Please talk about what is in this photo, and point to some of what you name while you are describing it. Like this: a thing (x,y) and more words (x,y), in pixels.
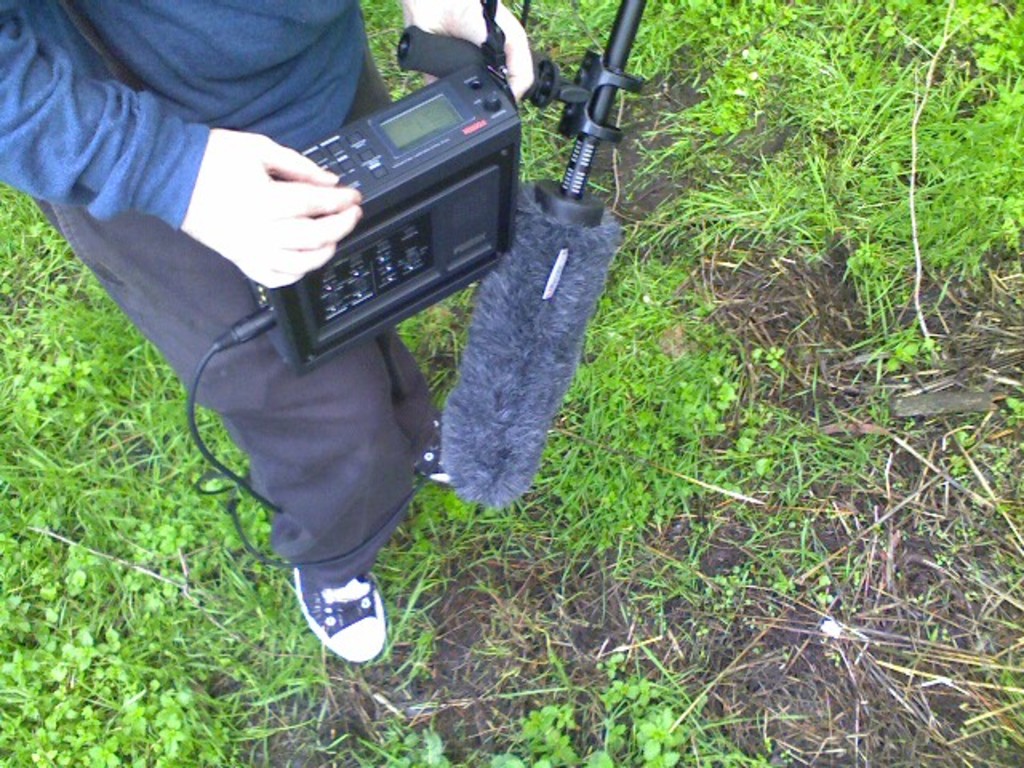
In this image there is a person (306,115) holding an electronic device (411,175) in his hand (276,272), the person (370,341) is walking on the grass surface (210,584).
